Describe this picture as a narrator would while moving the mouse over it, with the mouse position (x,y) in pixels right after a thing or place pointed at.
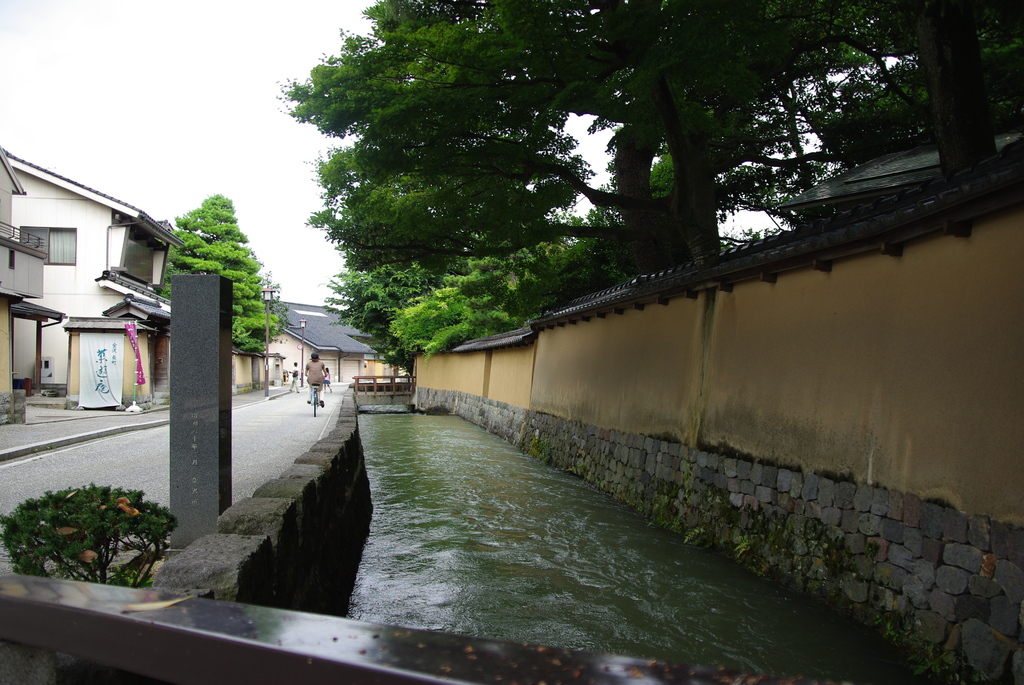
In this image I can see a canal (537,556), fence (232,547), house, buildings (140,349), light poles (267,360), trees (408,325) and group of people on the road (260,418). On the top left (211,64) I can see the sky (211,57). This image is taken during a day.
